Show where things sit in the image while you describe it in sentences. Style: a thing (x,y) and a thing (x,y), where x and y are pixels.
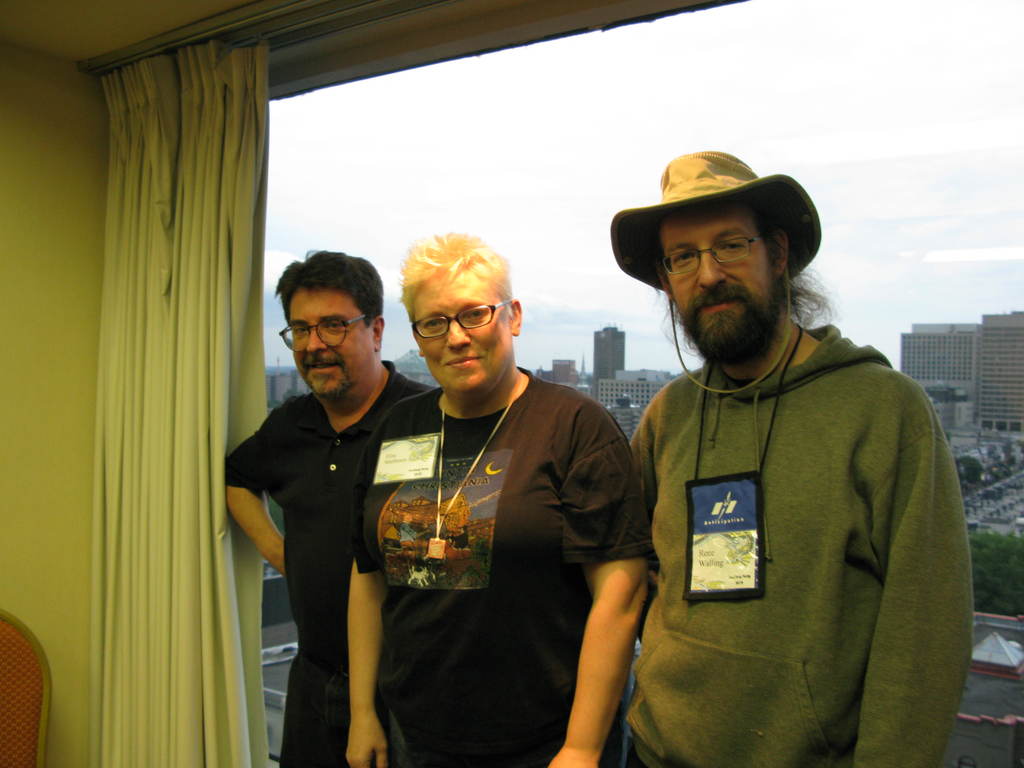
This is an inside view. Here I can see three persons (467,495) standing and smiling by looking at the picture. At the back of these people (843,539) there is a glass (906,321) through which we can see the outside view. In the outside there are many trees (984,568) and buildings (957,357) and also I can see the sky (459,125). On the left side (139,371) there is a curtain (134,323) and a wall (59,583). In the bottom left-hand corner (19,710) there is a chair (40,732).
